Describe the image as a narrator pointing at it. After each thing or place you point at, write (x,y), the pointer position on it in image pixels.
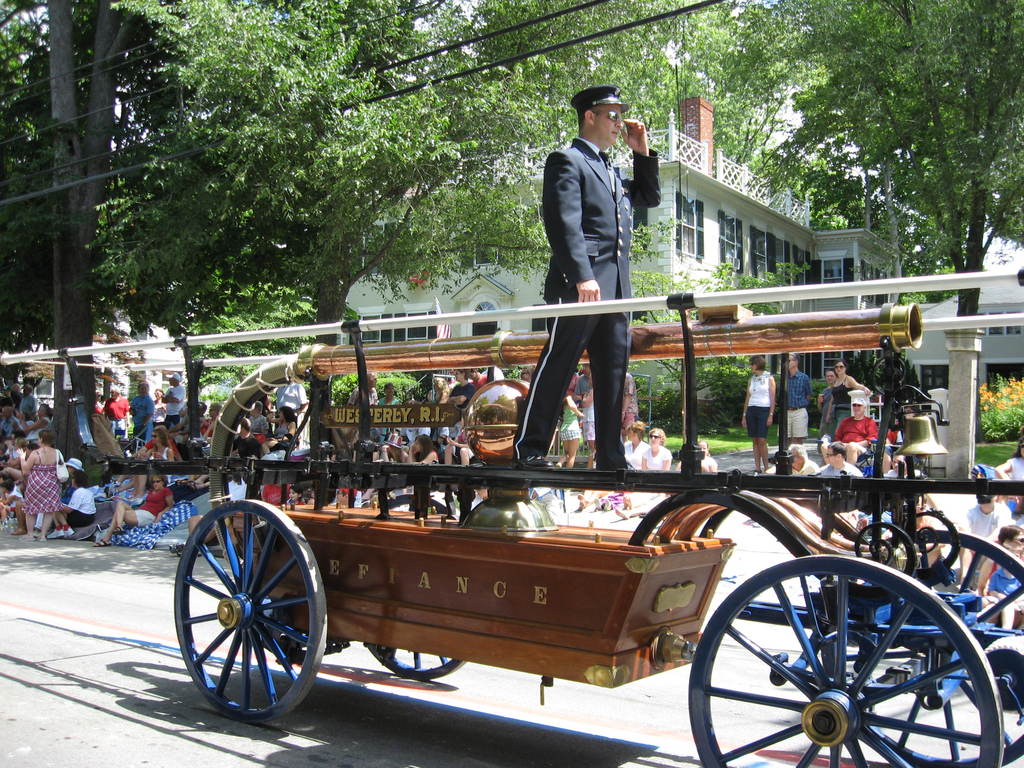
In this picture we can see the man (639,175) wearing a black suit (614,203), standing on the four wheeled chariot (552,568). Behind there are some group of people (56,477) sitting and looking to the rally. Behind we can see some trees (435,225) and white color building (811,269).
